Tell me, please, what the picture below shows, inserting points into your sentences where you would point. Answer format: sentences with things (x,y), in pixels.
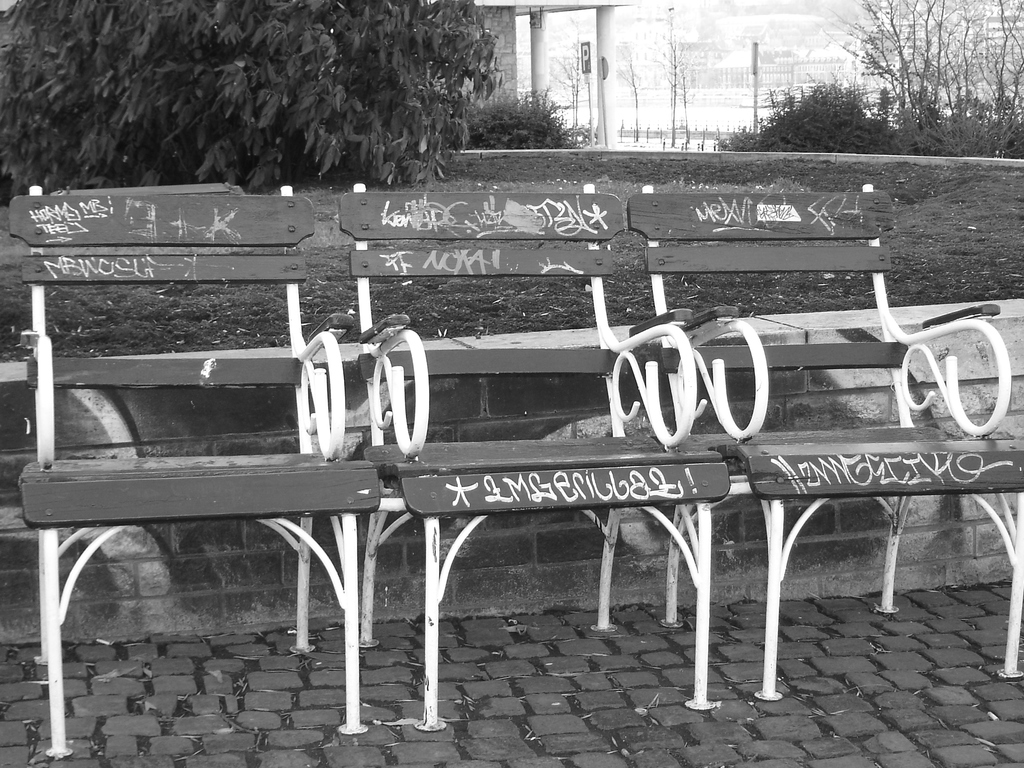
In this image I can see three chairs (512,488) on the road (498,705). To the back of the chairs (346,202) I can see the trees (388,127), board (585,67) and the pillars (544,70) of the building (512,57). In the back (820,110) I can see few more trees (791,112) and the railing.
